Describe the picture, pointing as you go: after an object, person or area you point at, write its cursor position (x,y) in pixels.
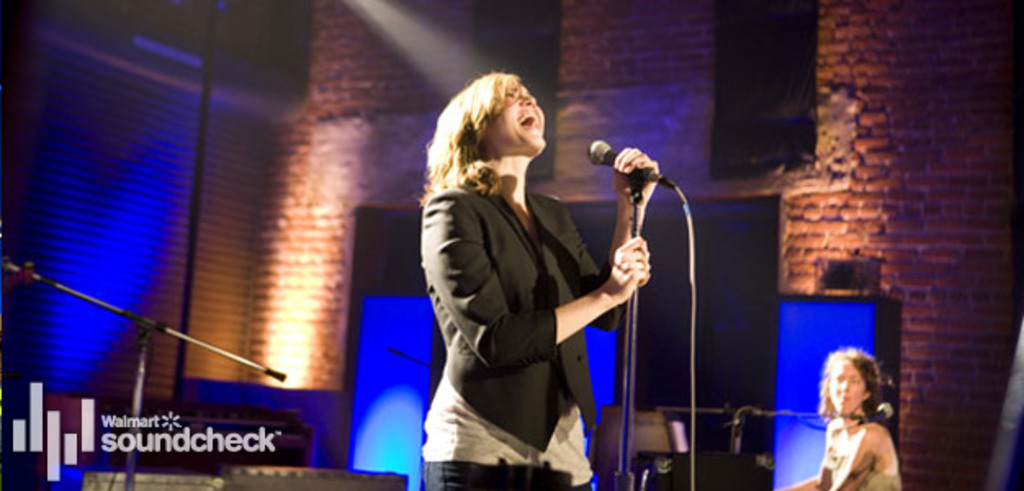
a person (491,297) is singing holding a microphone (602,156) in her hand (634,164). at the right side (858,423) there is another person (832,428). behind them there are walls (865,115) made of red bricks (587,121).
